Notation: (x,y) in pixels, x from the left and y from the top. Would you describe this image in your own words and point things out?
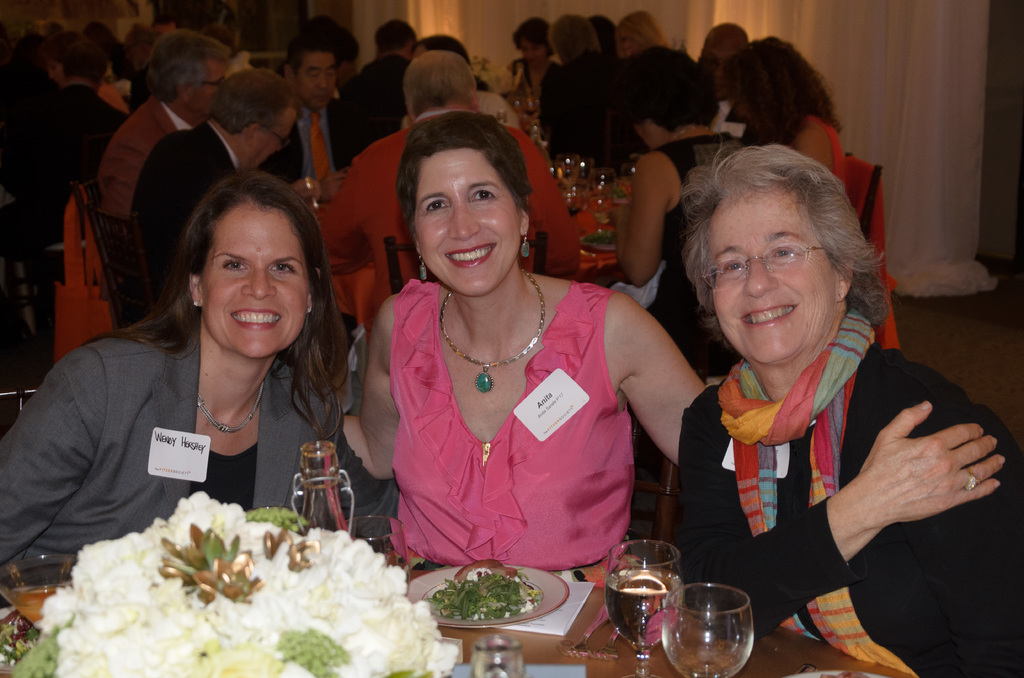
In this picture there is a woman (428,185) who is wearing pink dress (589,454). Beside her we can see another woman (190,355) who is wearing blazer (272,434). On the right (818,566) we can see old woman (751,312) who is wearing black dress (912,528). Three of them are sitting on the chair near to the table (753,653). On the table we can see wine glass (678,556), water glass (660,574), vegetables (492,573), plates (469,610), paper (562,622), saltbox (503,645), tissue paper (546,627) and other objects (70,626). In the background (574,31) we can see the group of persons (697,157), who are eating the food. On the right (906,98) background (895,44) we can see white color cloth (918,59) near to the wall (1000,70).
